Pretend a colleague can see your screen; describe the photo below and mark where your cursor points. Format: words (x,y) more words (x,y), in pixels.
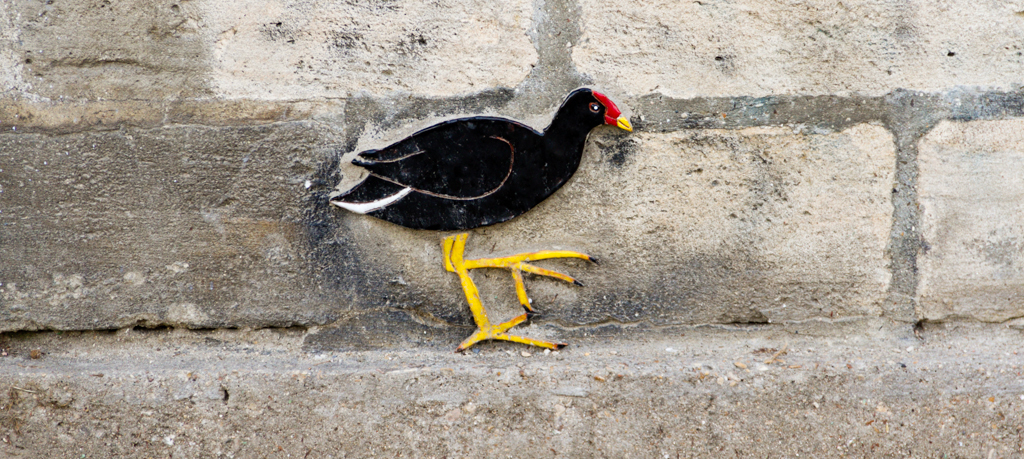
This image consists of a wall (414,259). On that there is a picture of bird (480,204). It is in black color.
